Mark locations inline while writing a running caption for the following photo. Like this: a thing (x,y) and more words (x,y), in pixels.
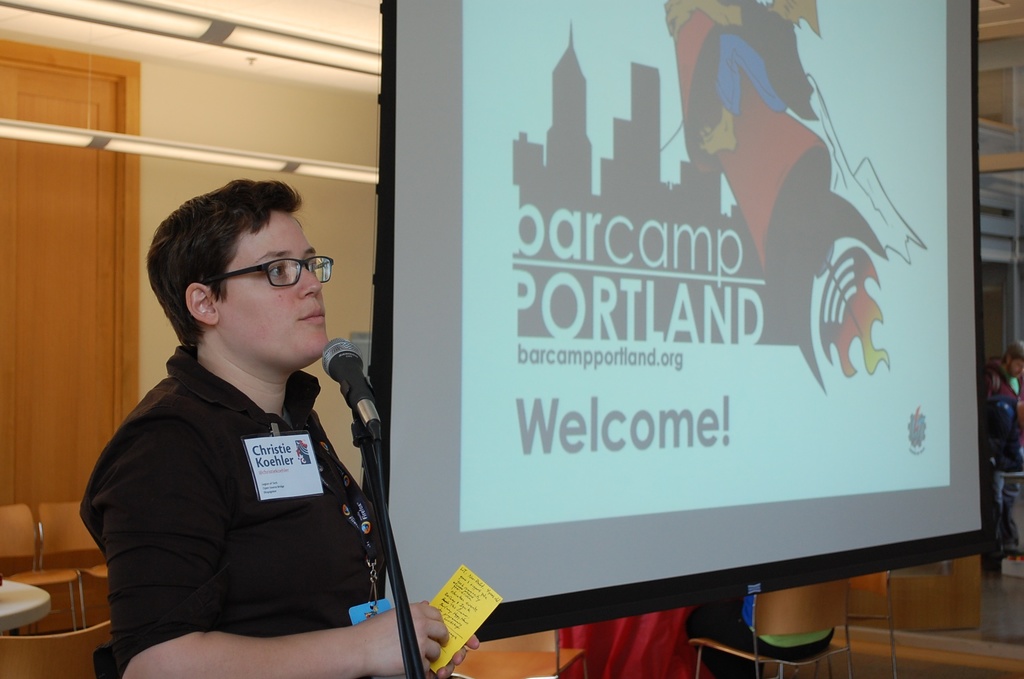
In this image I can see the person (310,385) is wearing black color dress (266,597) and holding the yellow card (466,610). I can see the mic (354,376), stand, few chairs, projection screen (425,44), wall (282,96) and the door (56,300).
